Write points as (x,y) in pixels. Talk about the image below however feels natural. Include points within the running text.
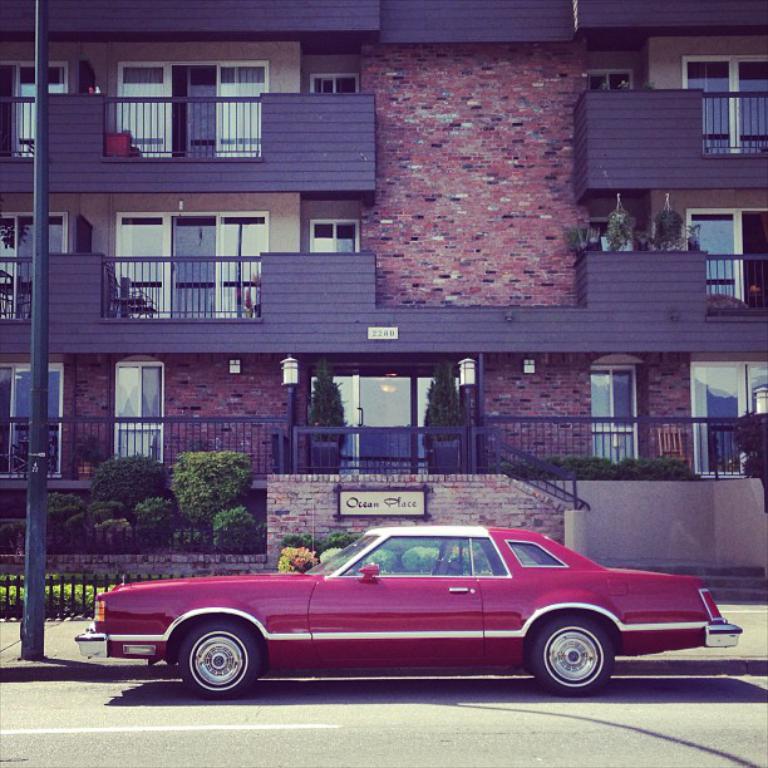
In this picture there is a red color car (345,652) at the bottom side of the image (440,593) and there is a building (466,300) in the center of the image (398,385), there are plants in front of a building (207,427) and there is a pole (42,276) on the left side of the image (34,472).
